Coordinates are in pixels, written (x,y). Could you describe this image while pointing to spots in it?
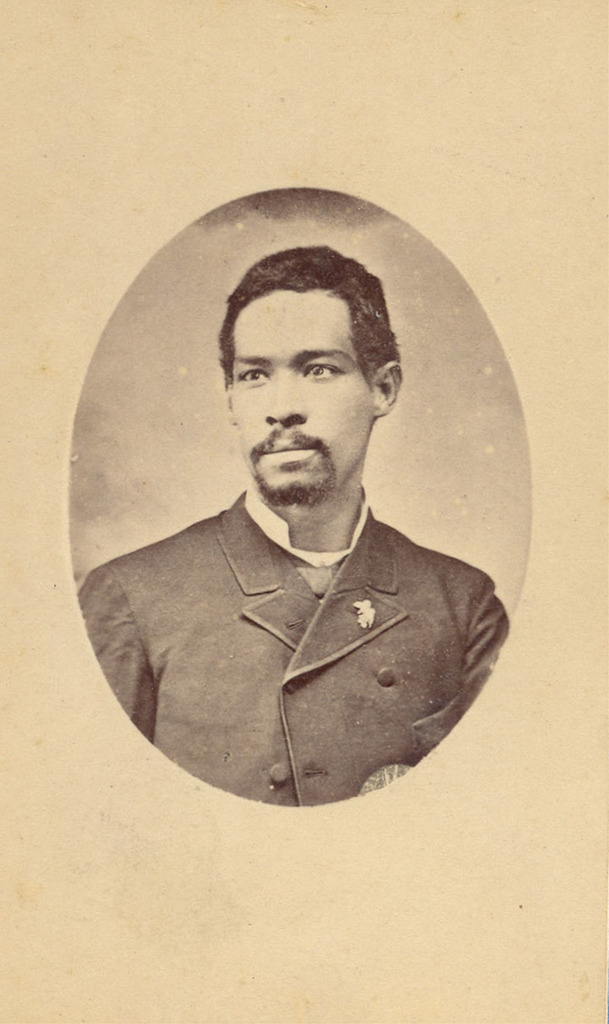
In this picture I can observe passport size photo of a man (253,561). This is a black and white image. The man (239,590) is wearing a coat (225,673).
